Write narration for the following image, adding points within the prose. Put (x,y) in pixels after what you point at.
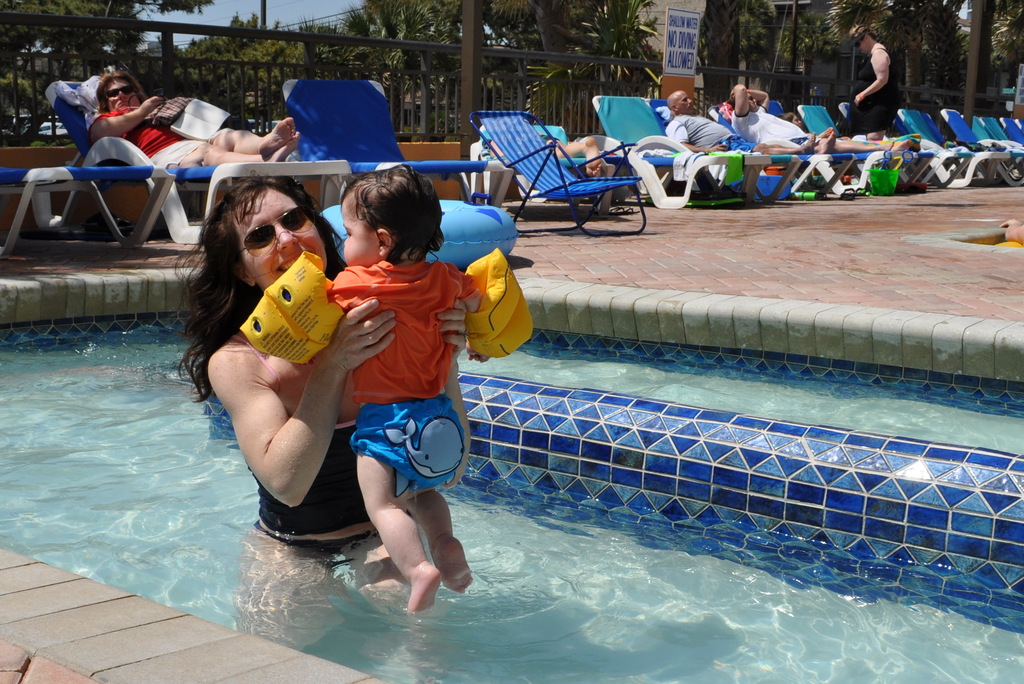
In this image I can see a person (264,254) holding a baby (391,302). They are in the pool (580,523). Back I can see few lying chairs (808,118), slippers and bucket (889,181) on the floor (886,201). I can see trees (578,19), fencing (516,74) and board (675,37). The sky (328,14) is in blue color.
